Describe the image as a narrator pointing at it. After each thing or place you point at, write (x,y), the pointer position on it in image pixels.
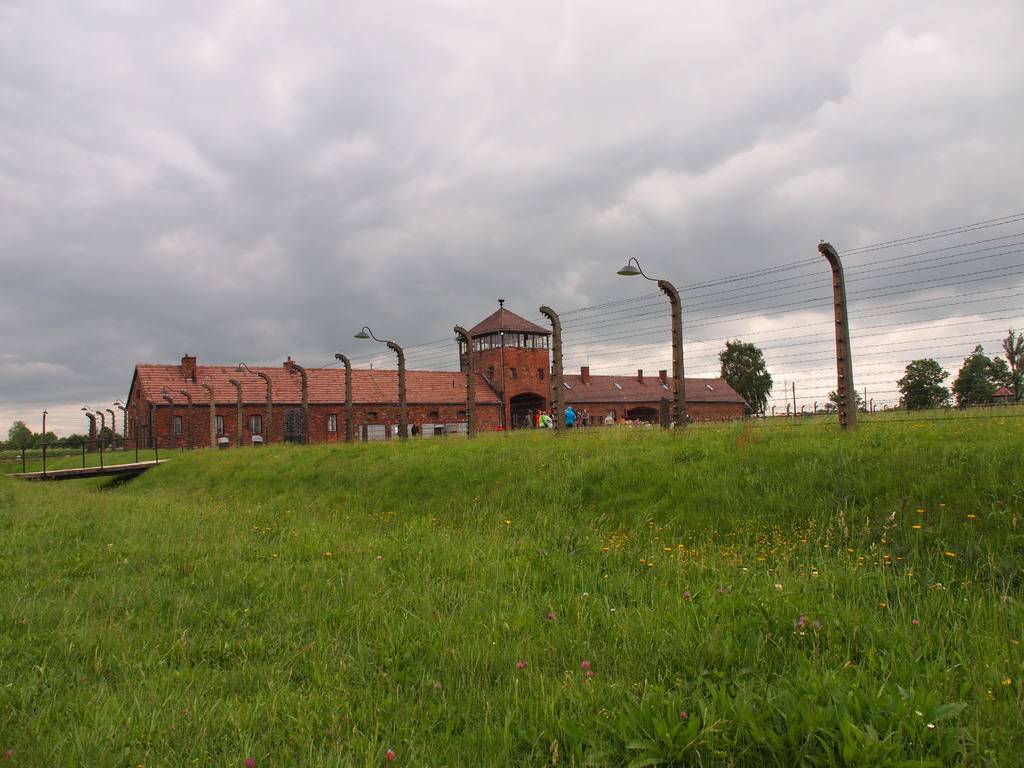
This image consists of a house (480,406) in red color. At the bottom (533,595), we can see the grass (472,638). On the right (826,352), there is a fencing (850,338) along with the trees (920,367). At the top (369,216), there are clouds (412,210) in the sky (480,259). On the left (138,469), we can see a small bridge (91,466) made up of wood (23,475).
